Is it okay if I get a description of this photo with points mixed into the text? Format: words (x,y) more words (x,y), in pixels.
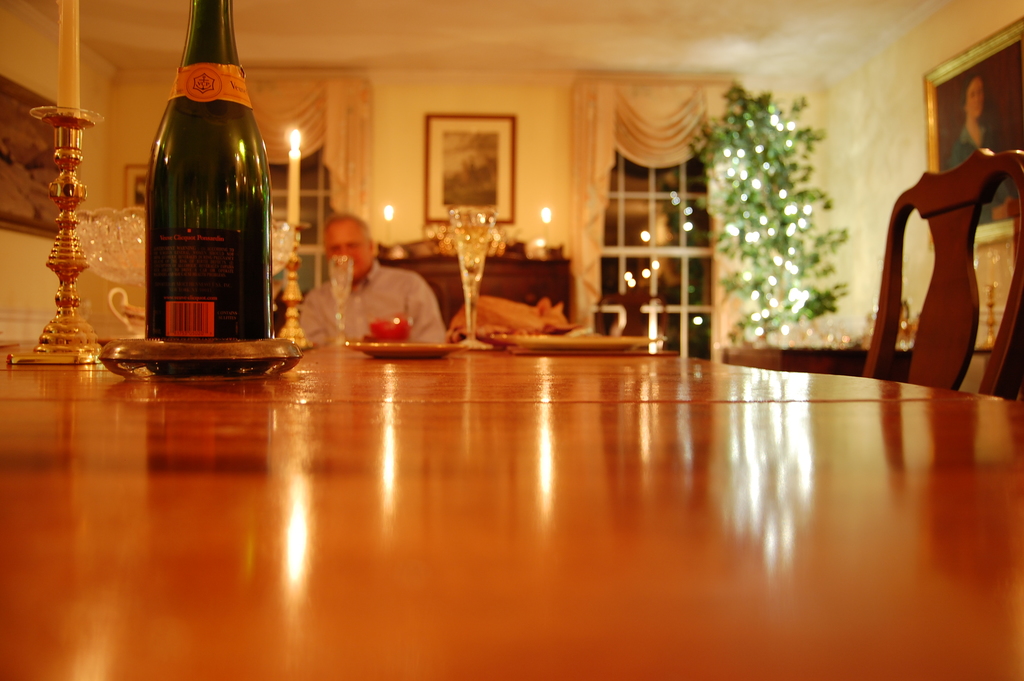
In this image, There is a table (102,571) which is in brown color, There is a bottle (153,226) kept which is in green color, There are some glasses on the table (245,382), There are some plates (373,350) on the table (419,364), There is a chair (961,259) which is in brown color, In the background (384,284) there is a person (366,285) sitting on the chair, There is a white color wall (498,92) and there is a picture (470,153) in the middle of the wall (540,148).
